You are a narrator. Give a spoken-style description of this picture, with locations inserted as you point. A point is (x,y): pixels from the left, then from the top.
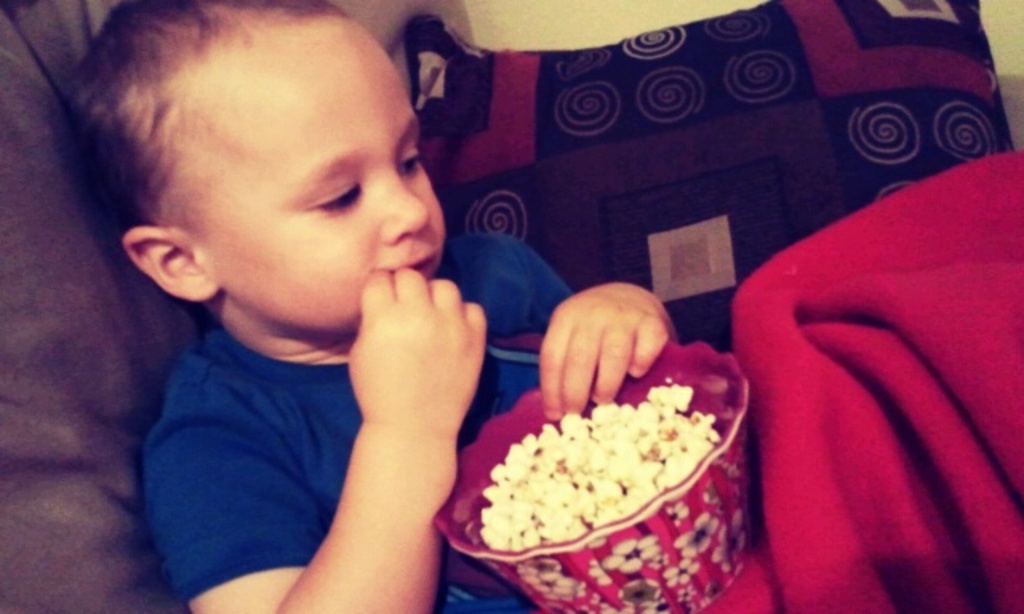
Here in this picture we can see a child (295,235) sitting over a place (86,533) and eating popcorn (501,525), as we can see a bowl (511,513) of popcorn (567,511) in front of him and beside him we can see a cushion (671,140) present.
